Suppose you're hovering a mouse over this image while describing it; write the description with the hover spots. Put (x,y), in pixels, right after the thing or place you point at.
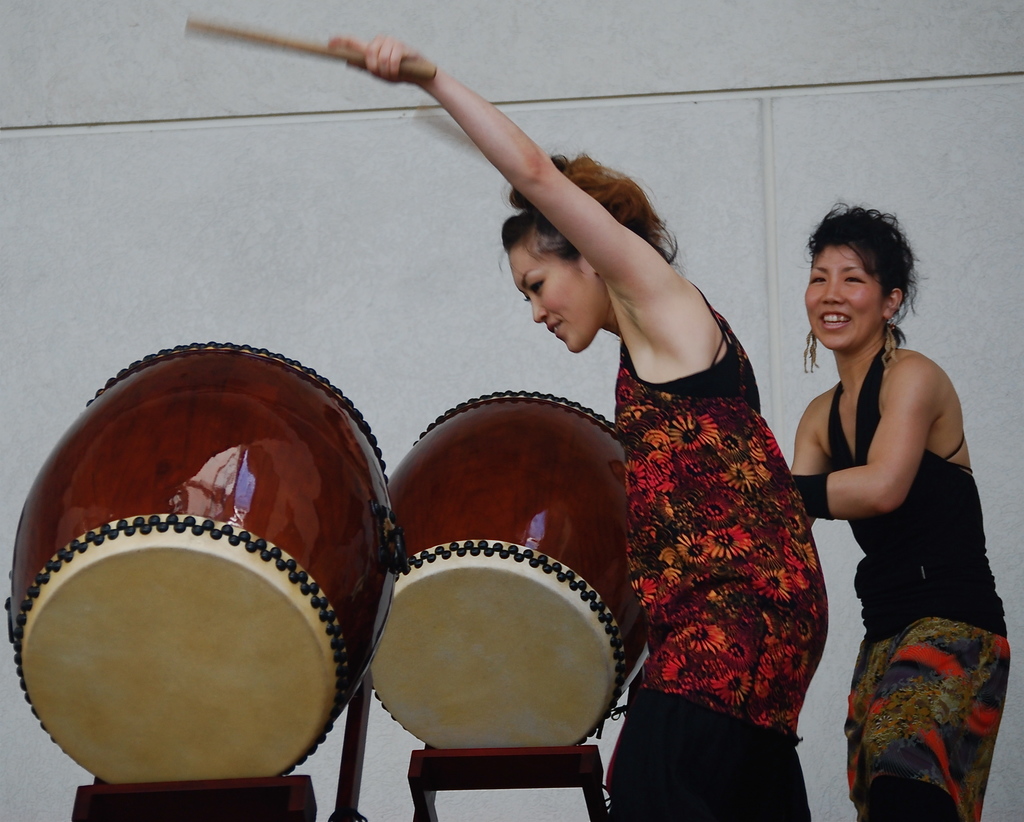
In this image there are two ladies (746,517). One lady (670,459) is holding a stick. There are musical instruments (306,556). In the back (835,152) there is a wall (837,145).
